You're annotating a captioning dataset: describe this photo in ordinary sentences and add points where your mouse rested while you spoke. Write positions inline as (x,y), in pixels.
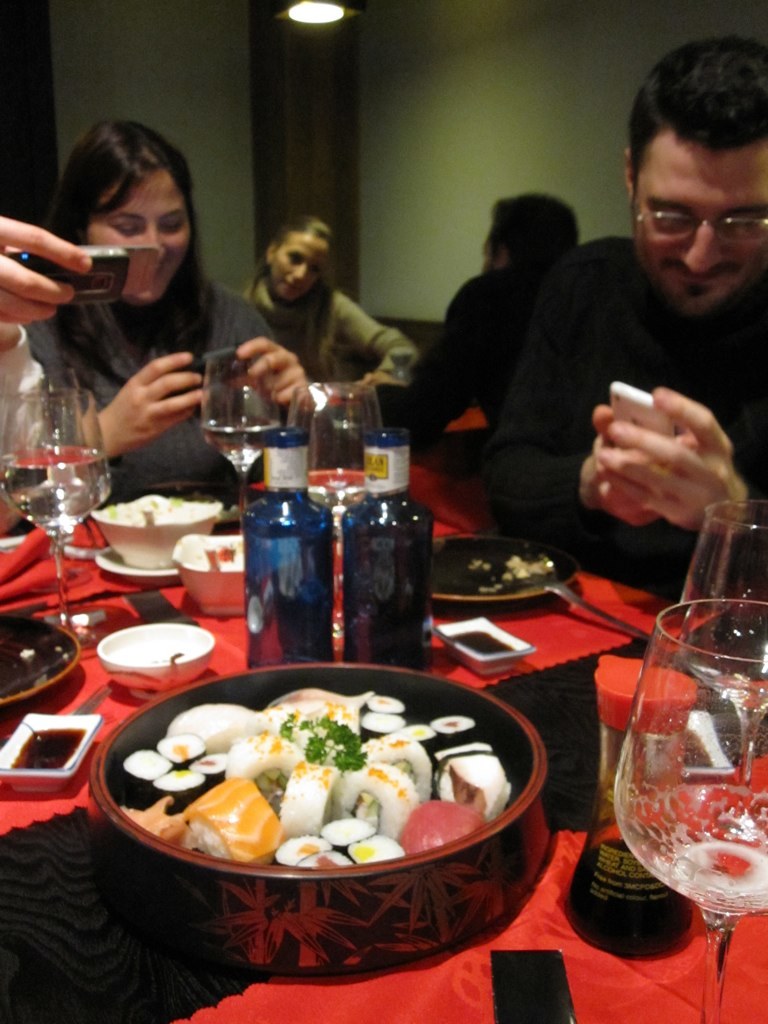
In this picture we can see a group of people (331,301) sitting on chairs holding mobiles (112,264) in their hands (633,434) and looking at it and in front of them there is table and on table (104,707) we can see bowl (156,566), bottles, glass (673,648), with some food items (409,728) and in background (460,87) we can see wall (475,143), light (353,0).
